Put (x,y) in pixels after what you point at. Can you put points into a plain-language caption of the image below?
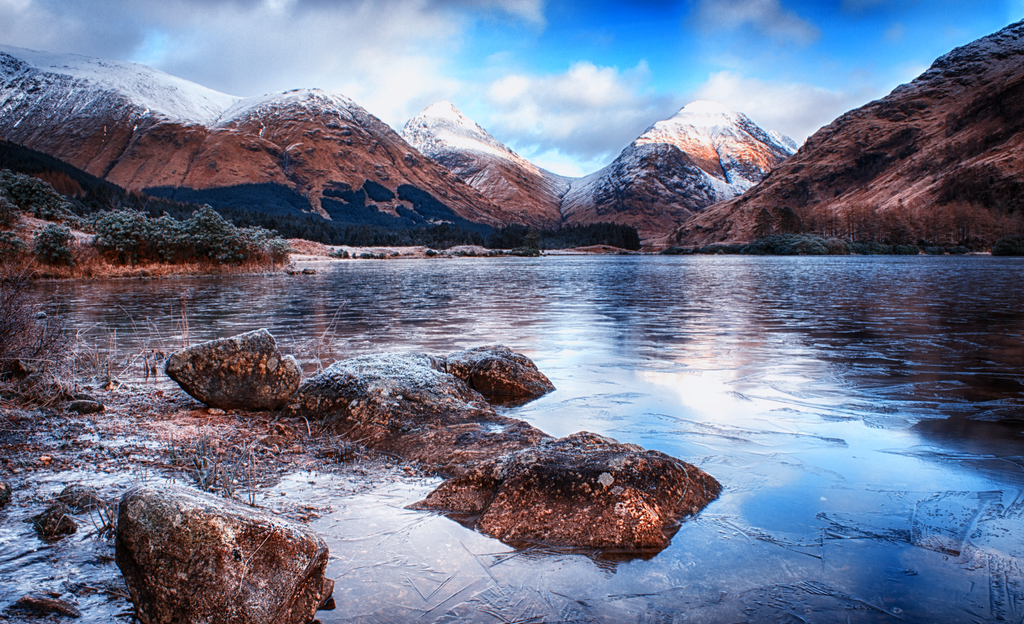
In the image there are rocks (406,448) in the foreground (164,612) and around the rocks (250,516) there is a water surface (480,266), in the background (60,235) there are plants (45,211) and mountains (19,130).
